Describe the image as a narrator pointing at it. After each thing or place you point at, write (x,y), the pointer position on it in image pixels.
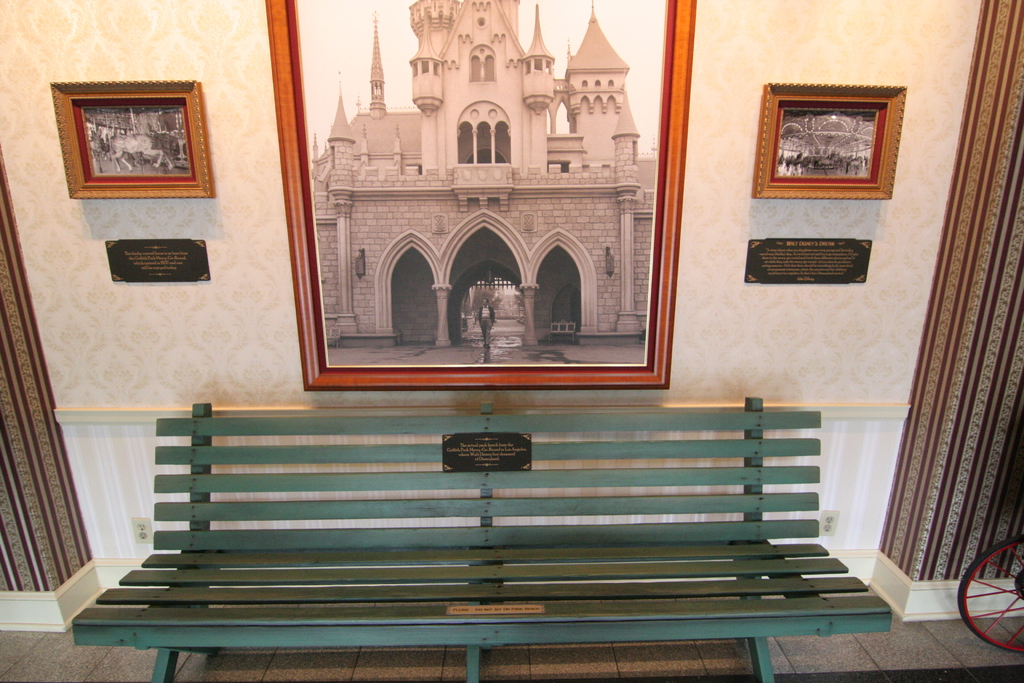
In this picture we can see a bench (104,622) on the path (889,666). There are few frames (368,314) on the wall (520,518). We can see a wheel (985,564) on the right side (985,564).
